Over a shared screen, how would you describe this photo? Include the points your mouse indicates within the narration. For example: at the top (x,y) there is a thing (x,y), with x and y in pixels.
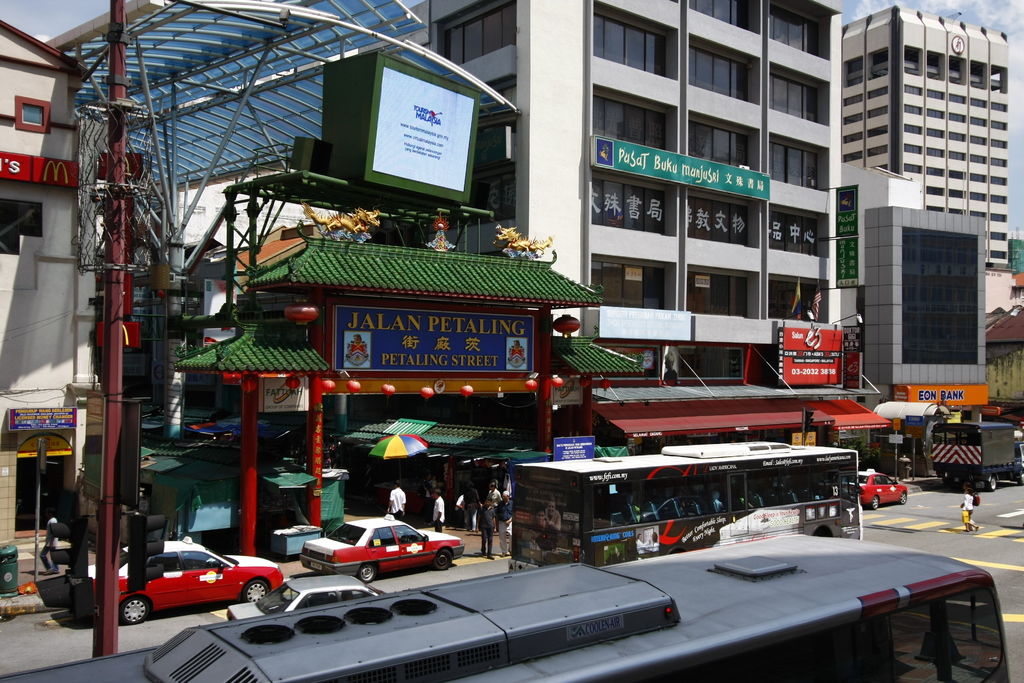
In this image I can see a road (956,559) in the centre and on it I can see number of vehicles (819,503) and people (508,529). In the background (1011,421) I can see number of buildings (749,112), number of boards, cloud (949,10), the sky (65,15) and on these boards (353,101) I can see something is written. On the left side of this image (106,32) I can see a pole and a green colour thing (5,555) on the footpath (20,545). I can also see an umbrella (400,439) in the centre of the image (408,439).
